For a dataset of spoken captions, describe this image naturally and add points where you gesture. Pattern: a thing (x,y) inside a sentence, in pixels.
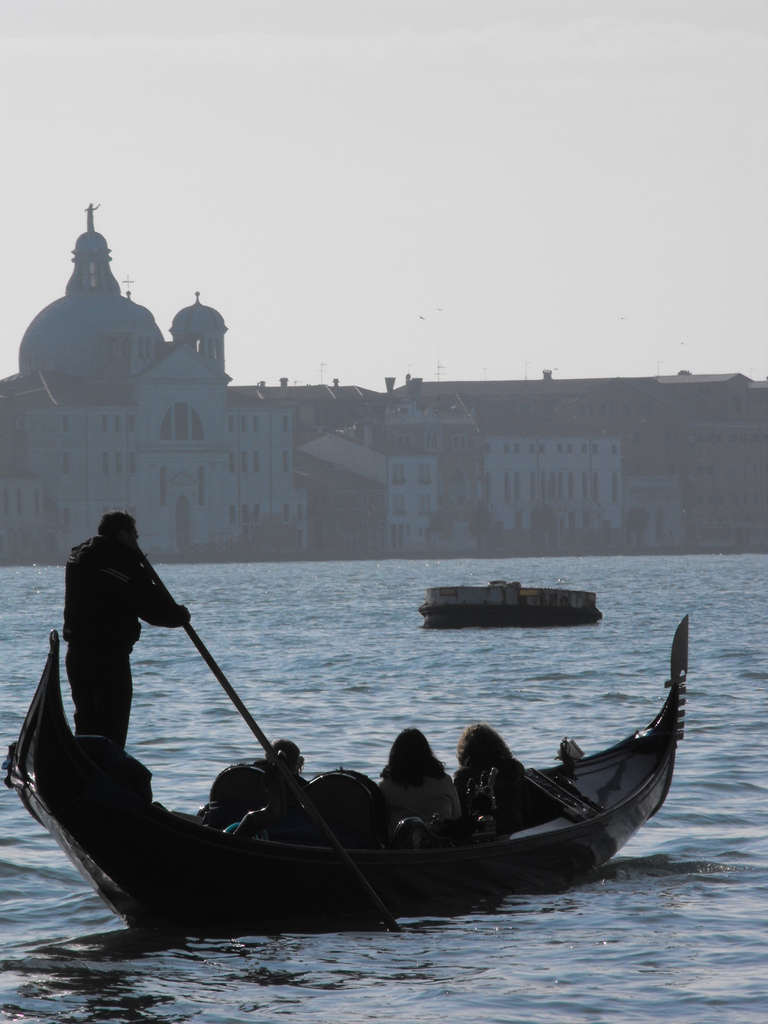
In the foreground of the image (432,682) we can see water body (334,729) and a boat (347,879) in which some persons (433,792) are sitting. In the middle of the image (396,457) we can see a building (213,512). On the top of the image (367,143) we can see the sky (303,175).
